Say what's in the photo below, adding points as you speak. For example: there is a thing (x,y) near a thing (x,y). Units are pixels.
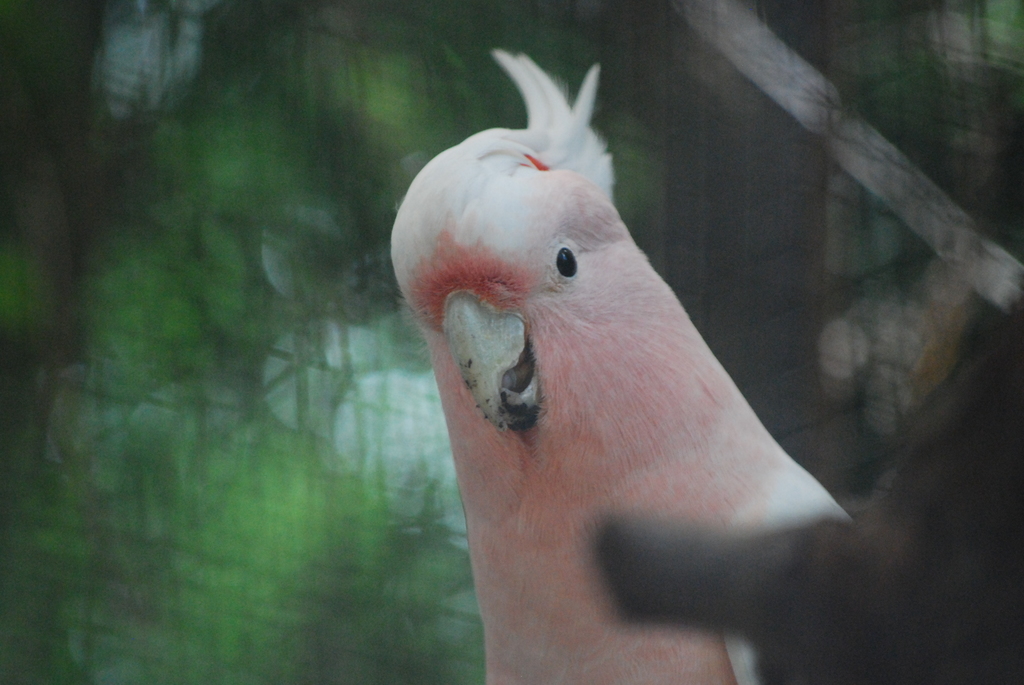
In this picture we can see a bird (642,680). Background (184,466) is blurry.
